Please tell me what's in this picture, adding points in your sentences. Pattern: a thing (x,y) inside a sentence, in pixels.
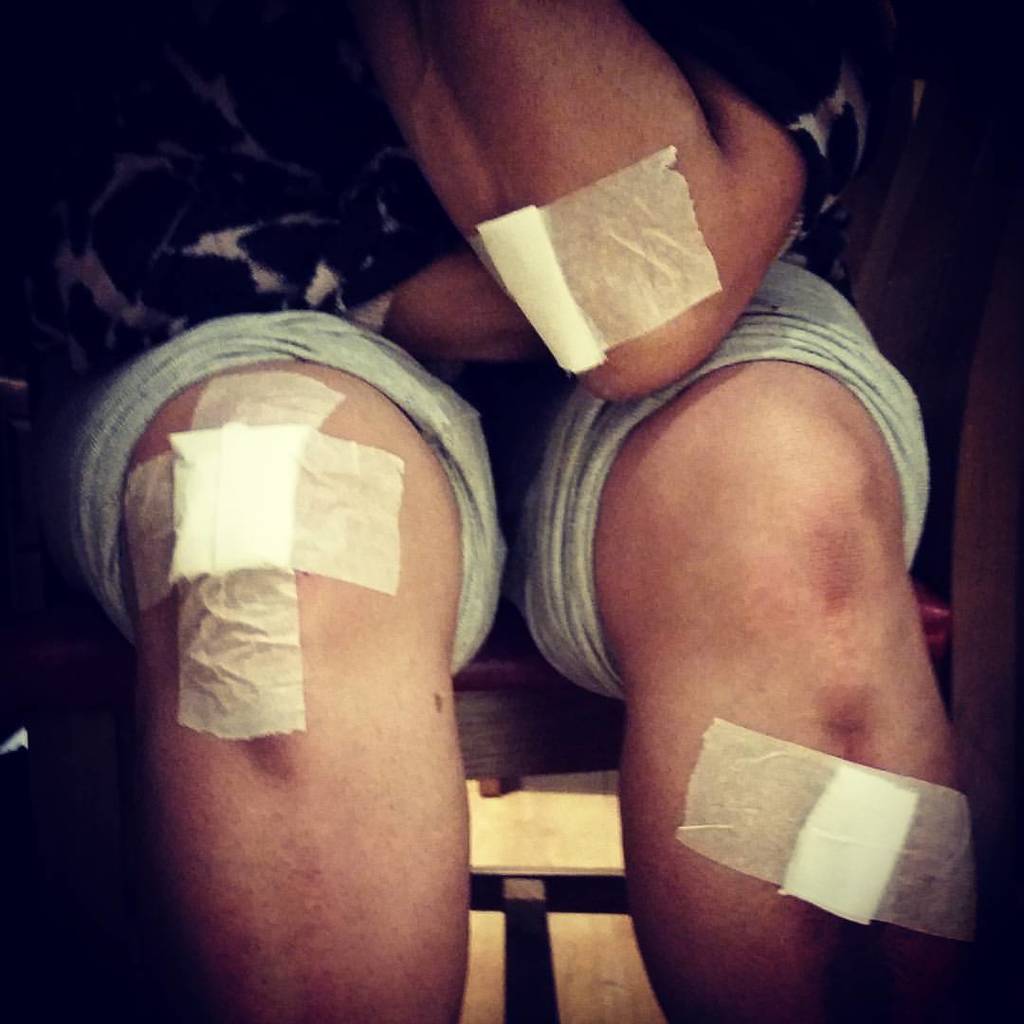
In this picture I can see there is a person (300,844) sitting here and he is having bandages (295,612) to his hands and legs (790,900).
